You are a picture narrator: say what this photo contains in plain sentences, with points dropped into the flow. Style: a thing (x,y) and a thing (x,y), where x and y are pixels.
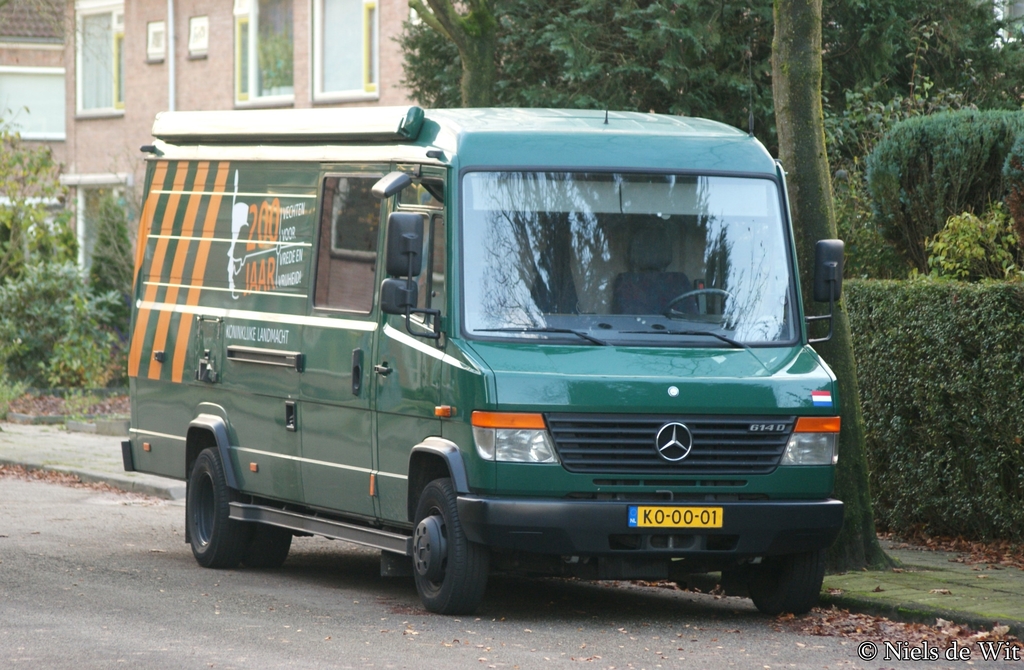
In this image we can see a vehicle (261,334) parked on the road (518,622). In the background (83,46) we can see the buildings (247,27), trees (566,61), bushes (908,185) and also shrubs (929,262). We can also see the dried leaves (65,481) in this image.
